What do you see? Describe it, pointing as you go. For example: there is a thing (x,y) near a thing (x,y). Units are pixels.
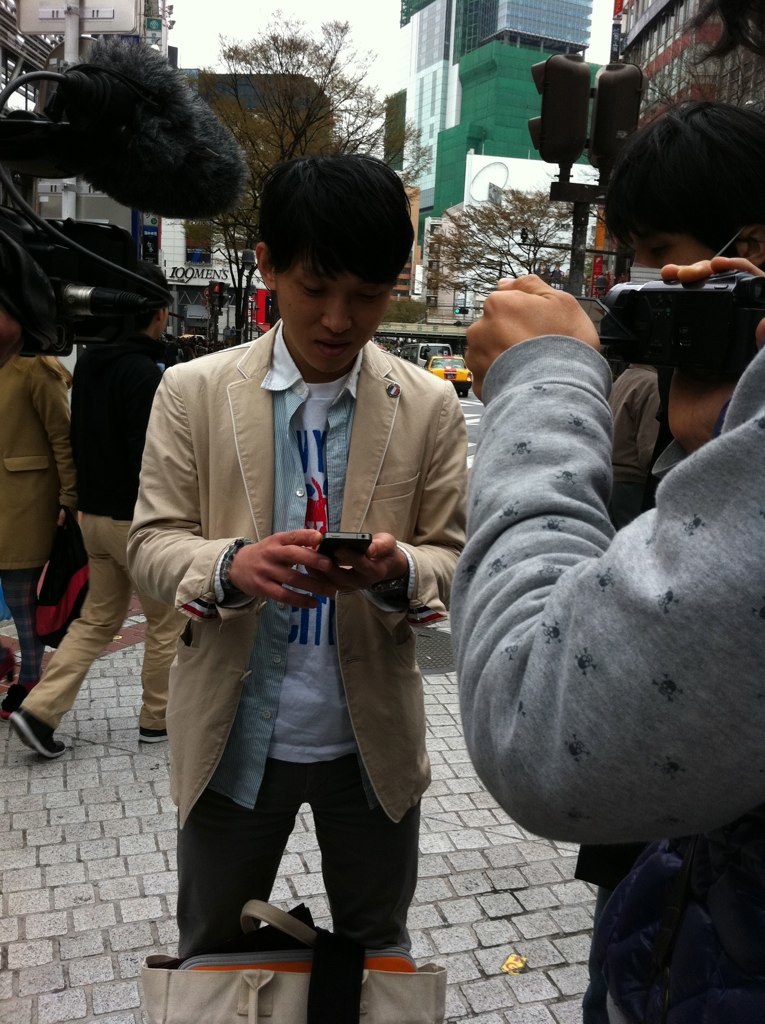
In this image I can see few people (390,583) are standing. I can also see few cameras (19,245), a bag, few trees (493,235), number of buildings (667,49), a pole (573,192), few vehicles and over there I can see something is written. I can see he is holding a phone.
